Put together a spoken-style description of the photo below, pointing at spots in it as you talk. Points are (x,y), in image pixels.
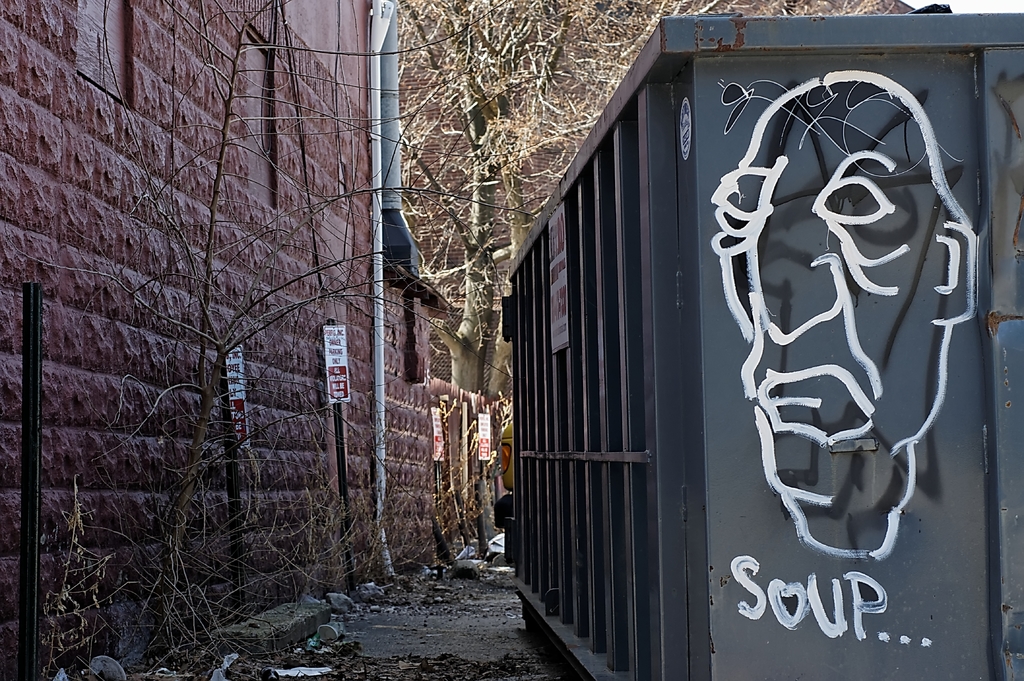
In the middle of the image (670,376) there is a container (721,62). Behind the container (852,71) there are some trees (528,102) and fencing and wall (199,70).
